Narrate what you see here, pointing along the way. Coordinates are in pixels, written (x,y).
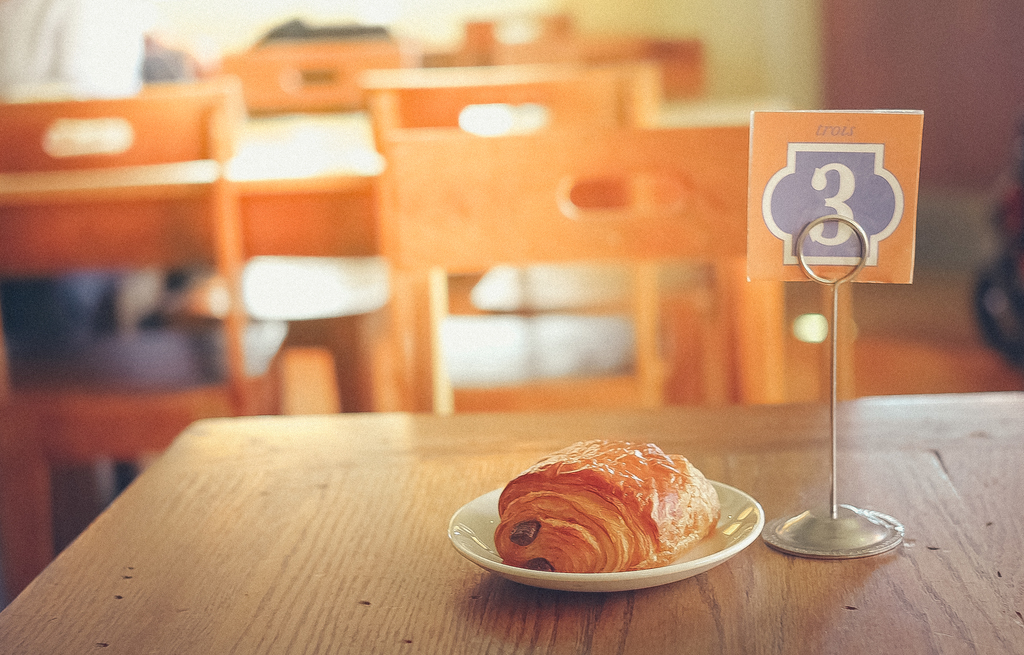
In the picture we can see a table (502,627) on it, we can see a small plate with a food item (680,480) on it and beside it, we can see a card no 3 (795,240) and behind the table (340,639) we can see some other tables (350,243) and chairs (673,238) near it.
